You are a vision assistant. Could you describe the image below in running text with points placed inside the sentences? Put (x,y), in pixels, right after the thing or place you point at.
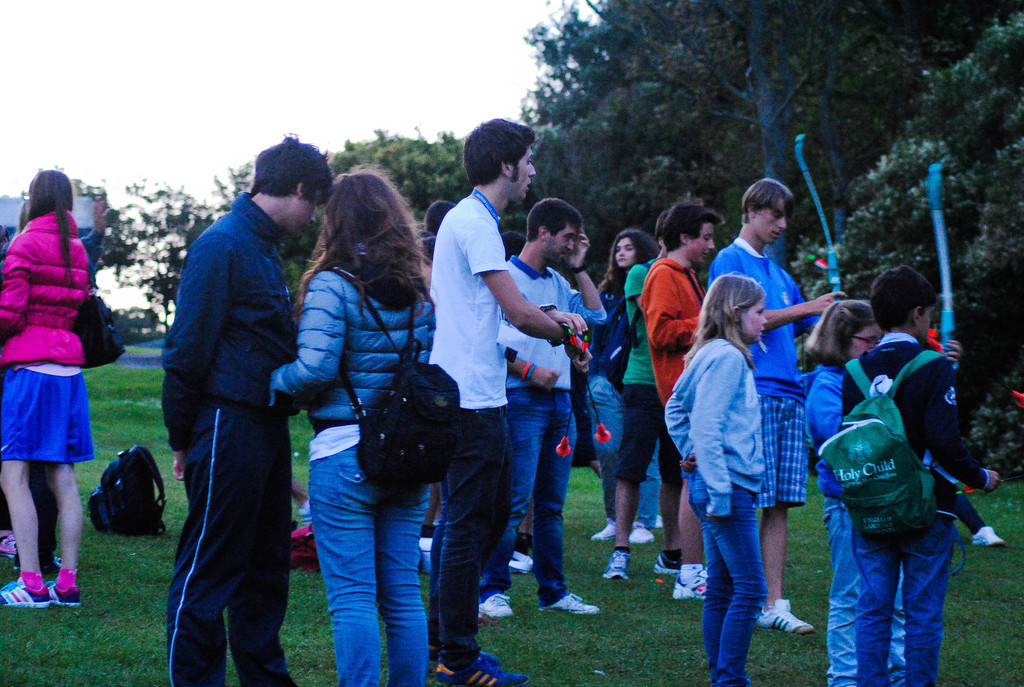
In this image there are group of people (515,284) standing on the ground (296,633). On the right side (843,361) there are two kids (783,339) who are holding the bow's (827,241). In the middle (480,294) there is a man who is holding the arrows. In the background (629,127) there are so many trees (372,154). At the top (181,53) there is the sky (157,82). On the ground (127,603) there is grass (118,585). On the grass (110,545) there is a bag (145,497).
